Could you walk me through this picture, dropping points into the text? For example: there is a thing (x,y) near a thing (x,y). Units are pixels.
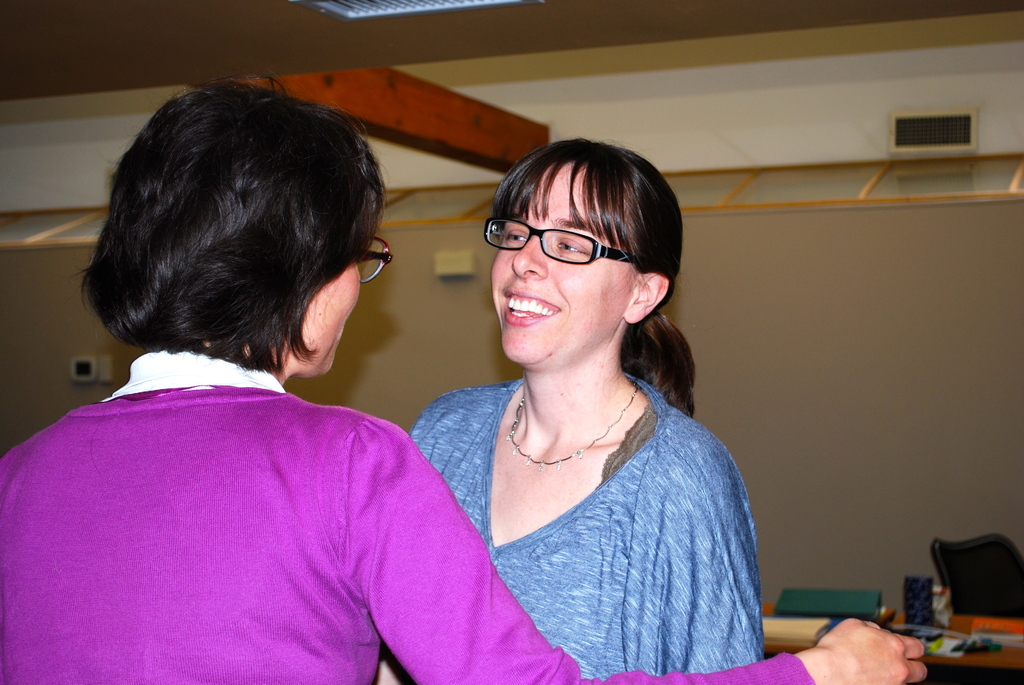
In this image we can see two ladies (408,491). They are wearing specs (588,236). In the back (472,247) there is a wall (714,247). On the right side (956,637) there is a table (955,620) with some items (881,603).
